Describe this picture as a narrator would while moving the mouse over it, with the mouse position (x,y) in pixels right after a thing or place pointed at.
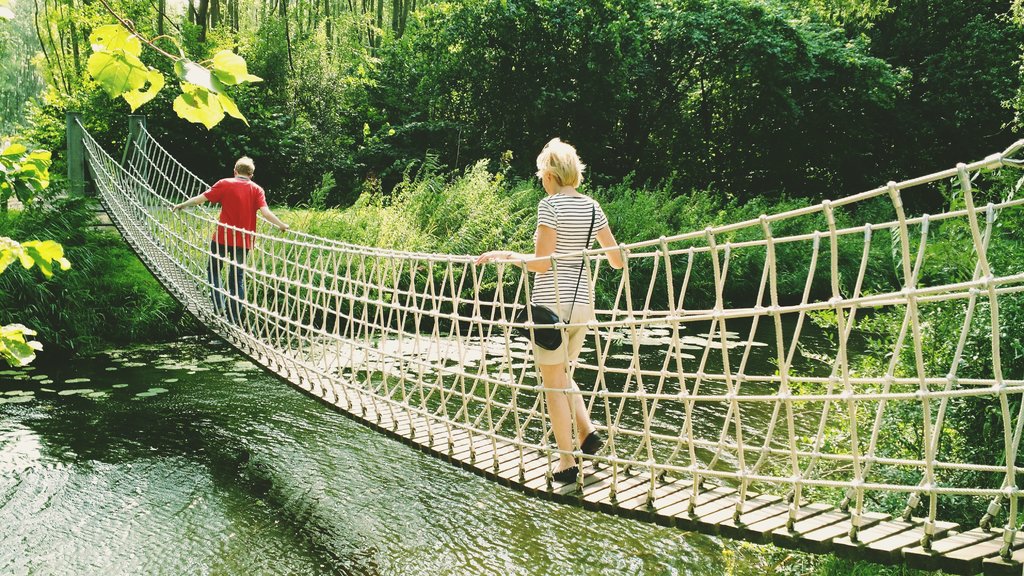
In this image we can see man (241,245) and woman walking on the rope bridge (226,333). At the bottom of the image (494,533) we can see water (157,441). In the background (103,132) we can see trees (472,70) and plants (490,193).
